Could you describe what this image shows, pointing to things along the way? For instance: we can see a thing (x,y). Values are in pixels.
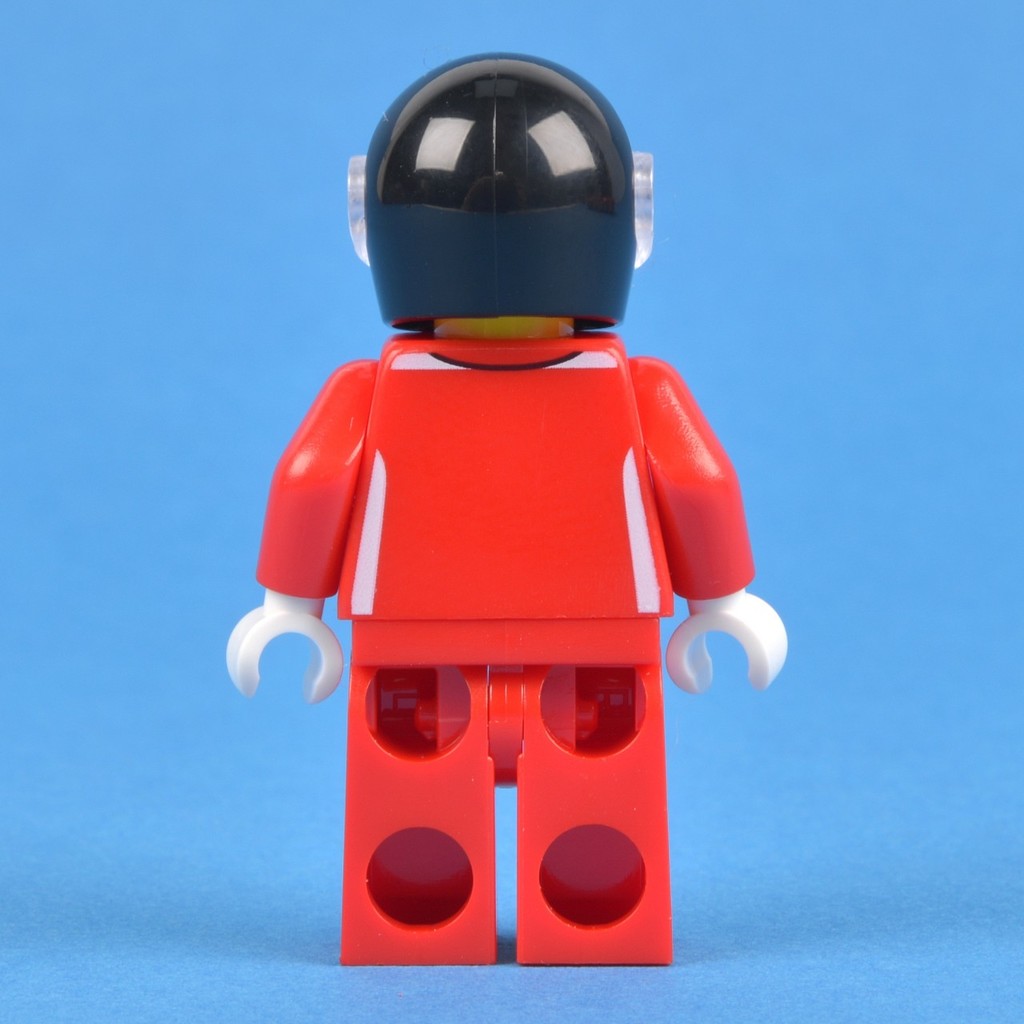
In the center of the image (563,628) we can see one toy (527,562). And we can see the blue colored background (179,407).
